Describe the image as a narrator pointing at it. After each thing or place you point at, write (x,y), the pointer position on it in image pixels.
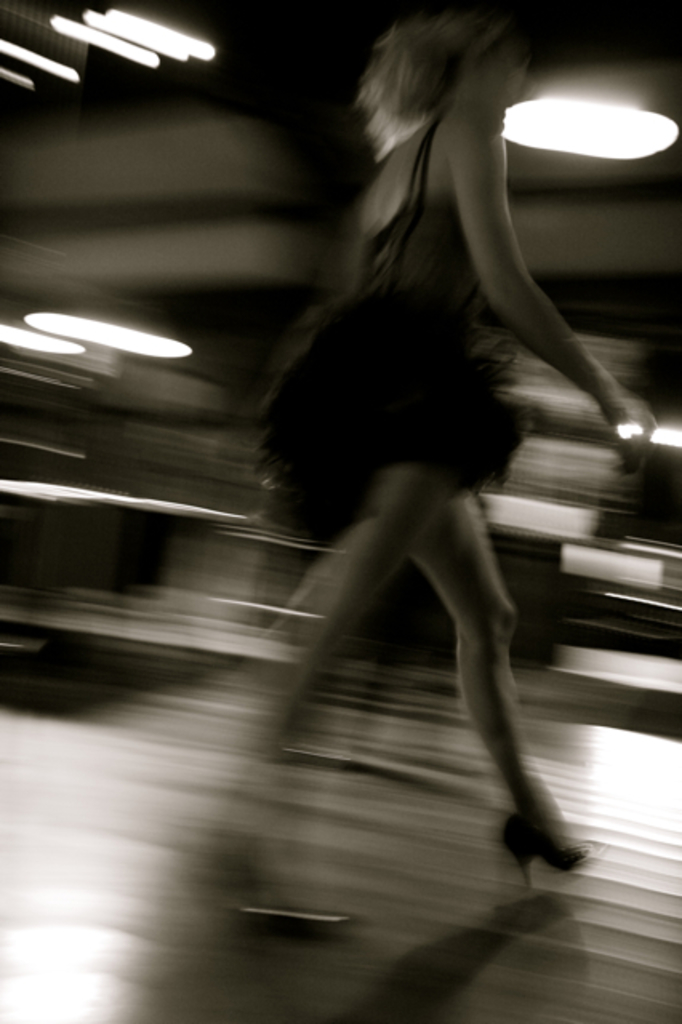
In this image in the middle (358,541) there is a woman (358,416), she wears a dress (427,399), she is walking. In the background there are lights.
